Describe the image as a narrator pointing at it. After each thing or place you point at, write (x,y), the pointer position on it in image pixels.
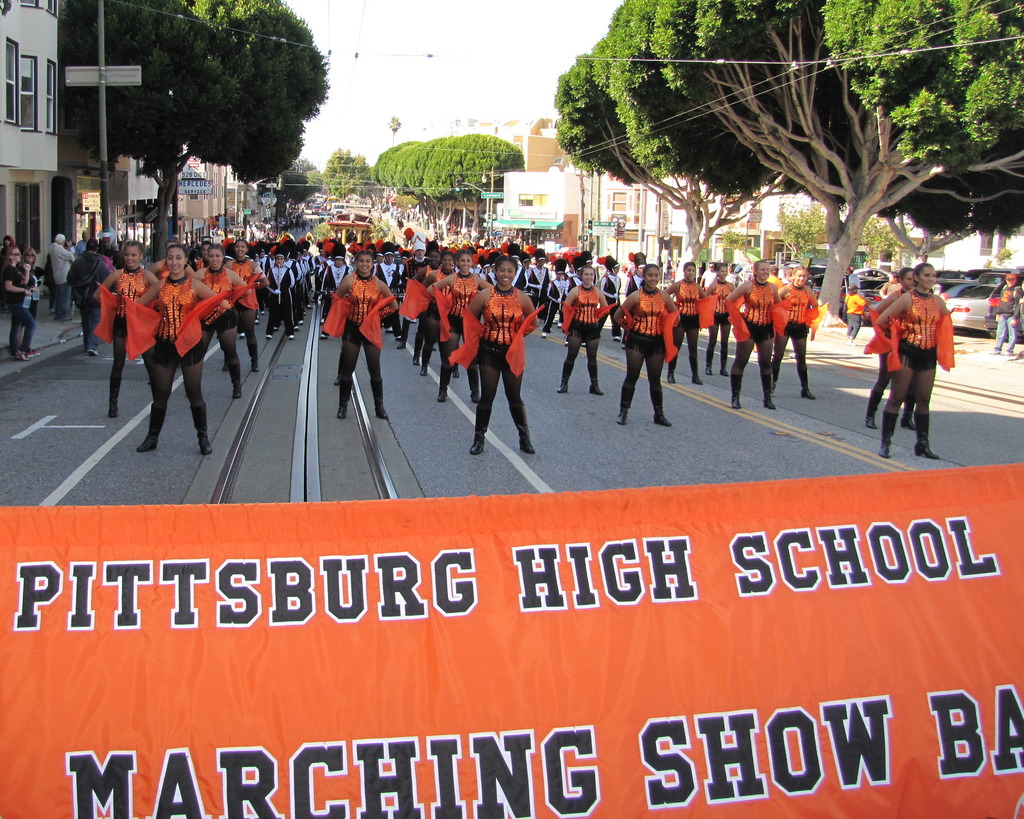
At the bottom (343,549) there is a banner (342,656). In the middle of the picture (342,282) we can see lot of people (294,322) on the road (857,424). On the left (134,102) we can see buildings (62,177), poles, trees (179,86), board (88,195), footpath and people (91,245). On the right (786,147) there are trees (796,183) and buildings (593,188). In the center of the background (470,168) there are trees (356,165), buildings (254,182) and people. At the top (420,58) we can see cables (397,56) and sky (417,44).
